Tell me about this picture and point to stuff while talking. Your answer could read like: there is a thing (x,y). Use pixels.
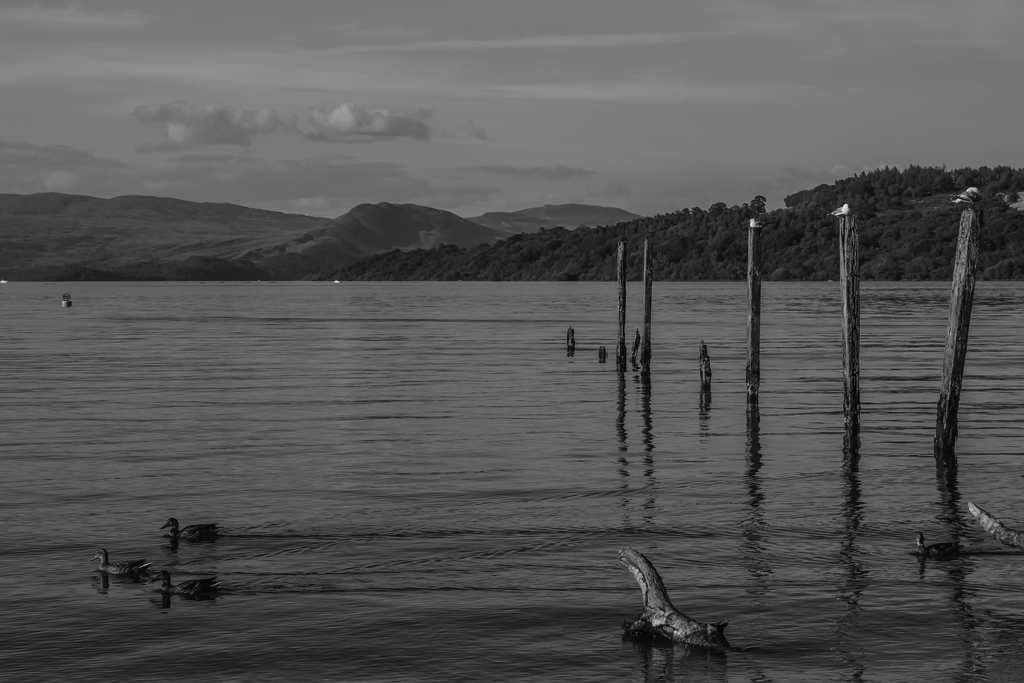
In the image in the center (367,362) we can see water (483,504). In water (351,498), we can see poles (847,216) and few birds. On poles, we can see three birds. In the background (620,113) we can see sky (770,109), clouds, hill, trees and water (491,299).
